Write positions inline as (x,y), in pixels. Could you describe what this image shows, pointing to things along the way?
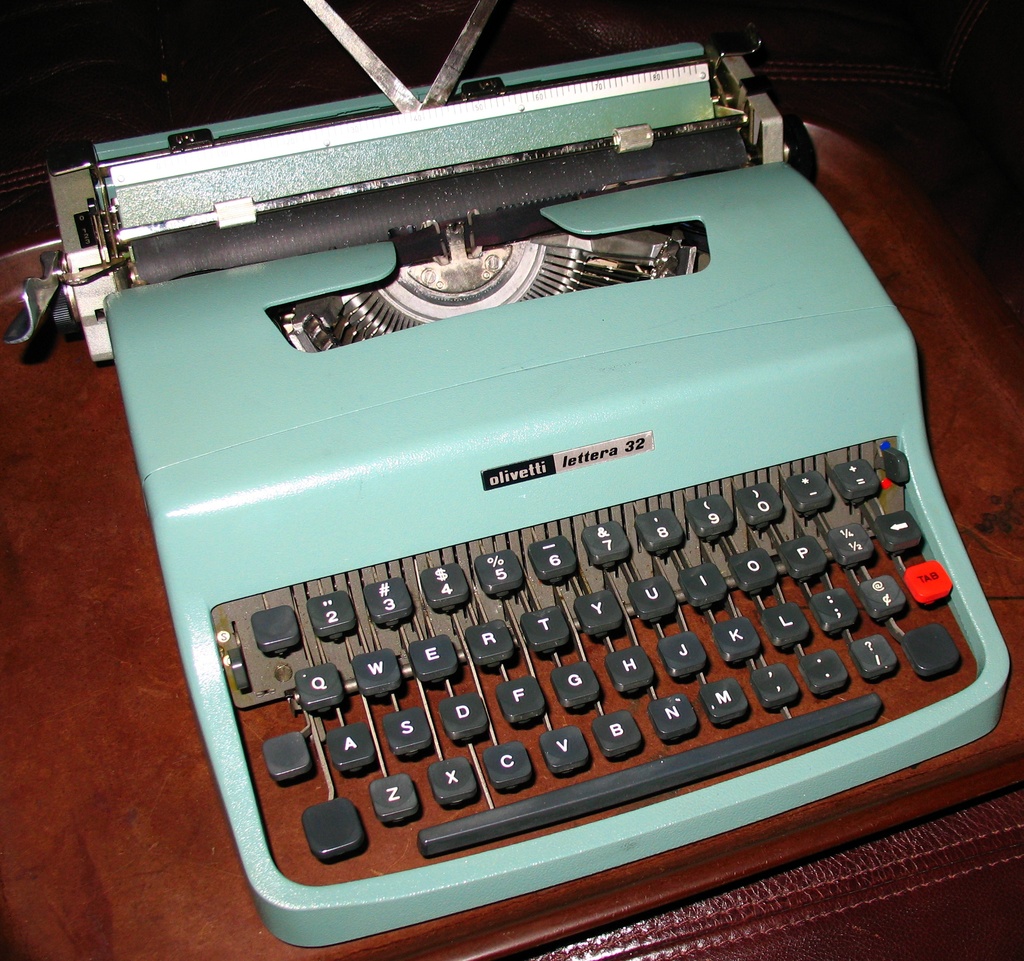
In this image I can see a typewriter machine (396,672) on the table (933,809). This image is taken may be in a hall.
